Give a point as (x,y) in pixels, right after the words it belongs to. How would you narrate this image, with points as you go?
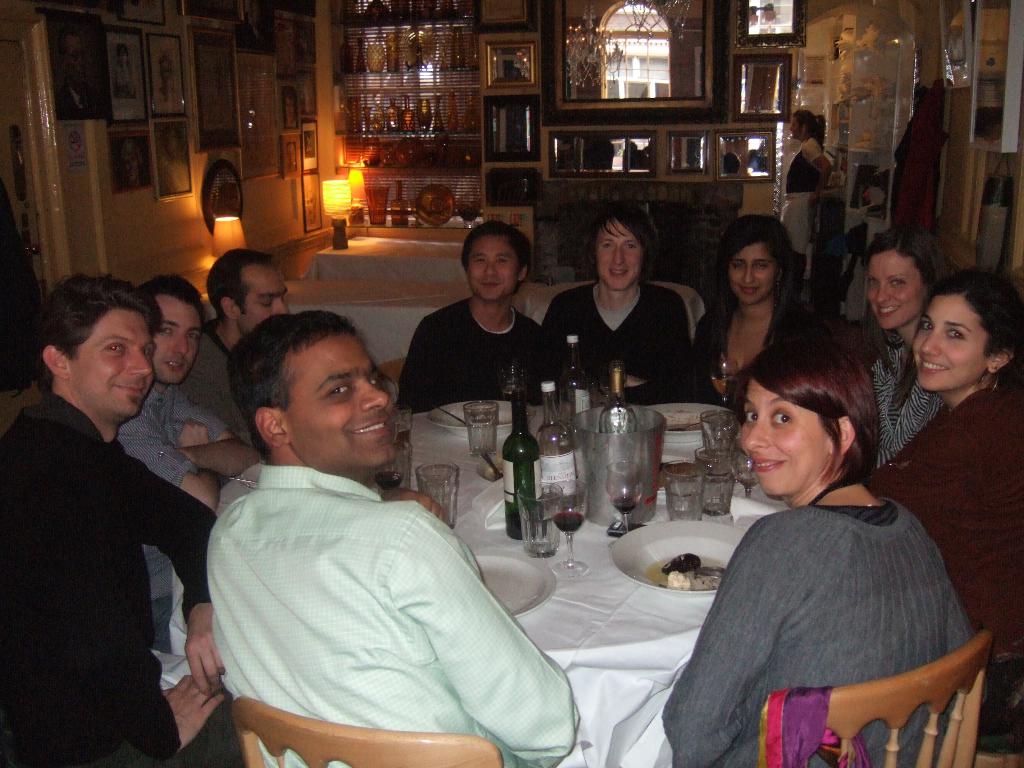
In the center of the image (354,492) there are people (404,543) sitting around the table (472,524). There are glasses (569,541), bottles (529,441), plates (645,529), jars (644,461) and some food (670,580) placed on the table (606,668). There are chairs (390,761). In the background (405,200) there are many bottles (412,42) placed in the shelves (383,26). On the right side (968,194) there is a wall (990,161). In the background (412,89) there is a window (610,94). We can see many frames (174,115) which are attached to the wall (120,241).
